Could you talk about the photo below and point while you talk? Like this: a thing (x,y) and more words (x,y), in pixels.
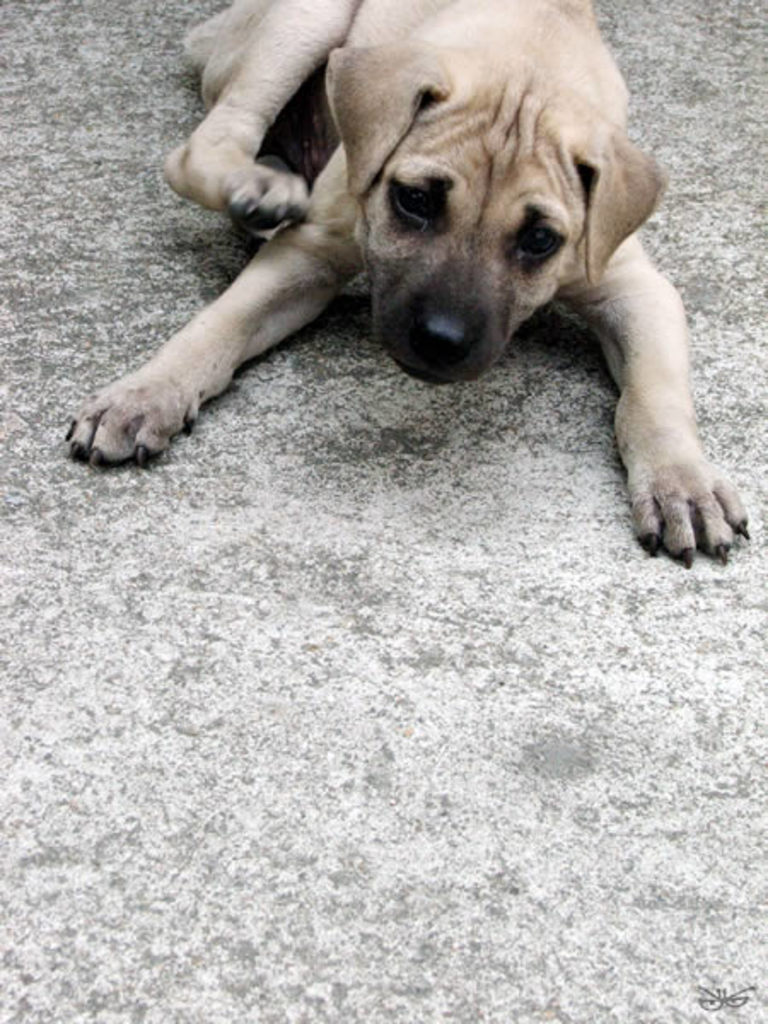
In this image we can see a dog (431,292) on the surface (435,600).
